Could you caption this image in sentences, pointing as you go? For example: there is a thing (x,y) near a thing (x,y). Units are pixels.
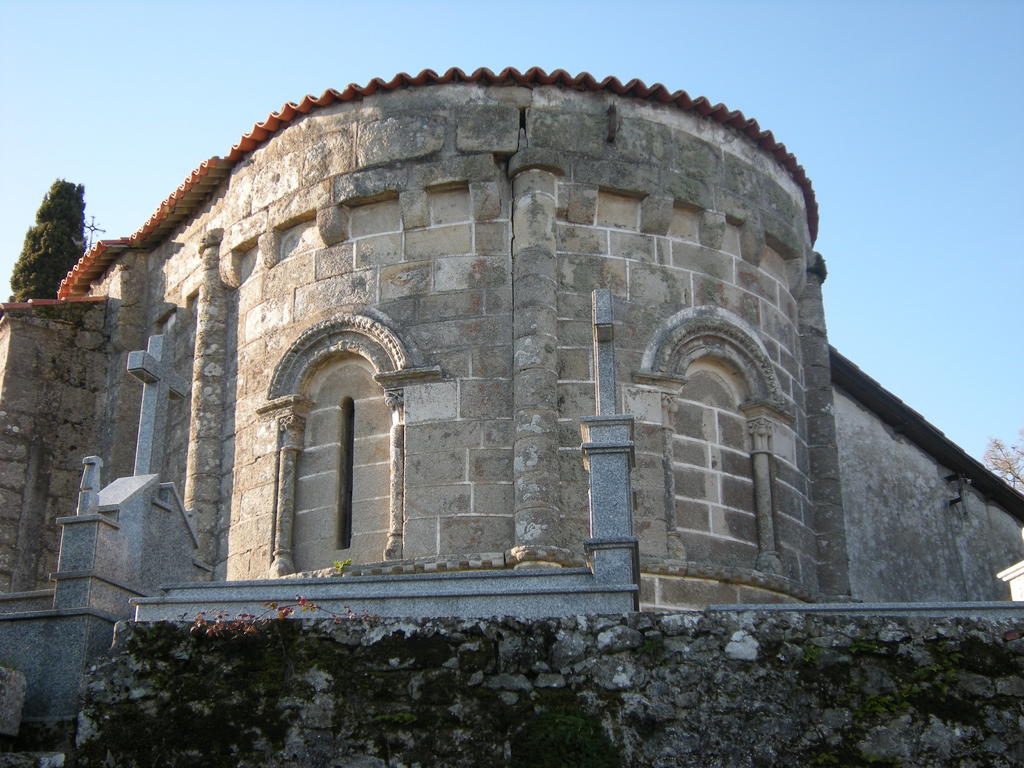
In this image we can see the building (344,240), in front of the building (132,423) we can see the wall (381,613). In the background (78,229), we can see the trees (1023,459) and the sky (884,184).
